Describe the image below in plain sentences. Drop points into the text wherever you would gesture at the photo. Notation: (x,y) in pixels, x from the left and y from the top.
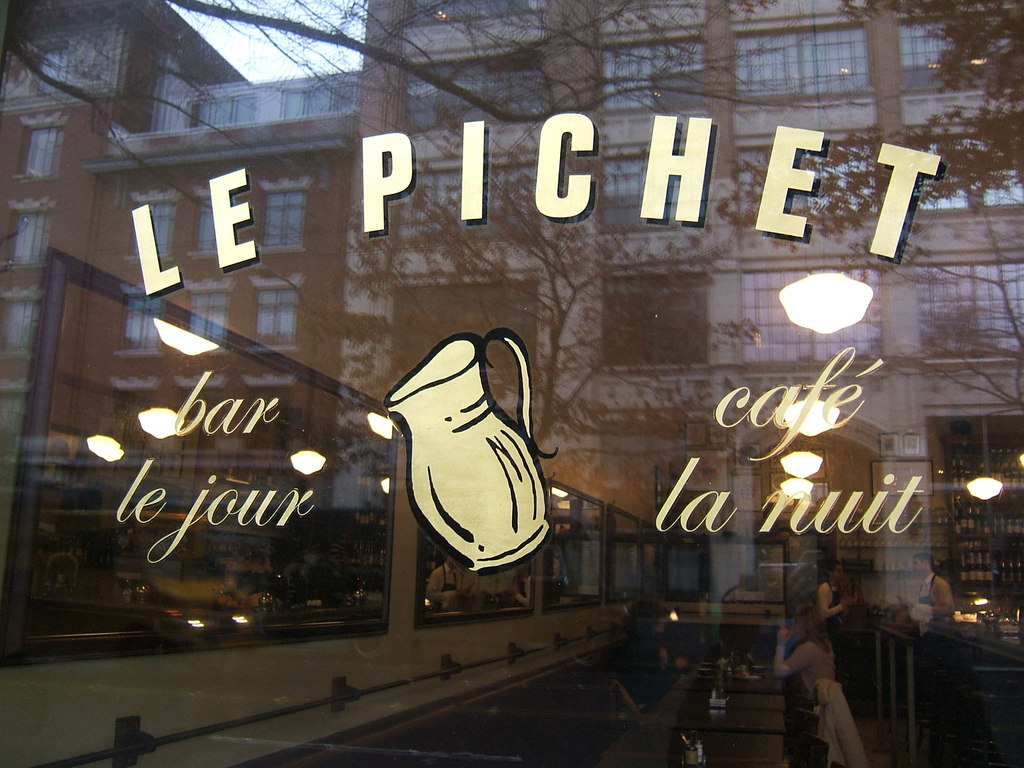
Something written on this glass (808,223). On this glass (137,275) there is a reflection (538,136) of tree (546,256), building (762,142) and windows (802,334). Through this glass (759,348) we can see people (821,588), tables (728,712), chairs (808,719) and pictures (488,614). Pictures (592,526) are on the wall (896,566). In that rack (982,537) there are bottles (950,457).
